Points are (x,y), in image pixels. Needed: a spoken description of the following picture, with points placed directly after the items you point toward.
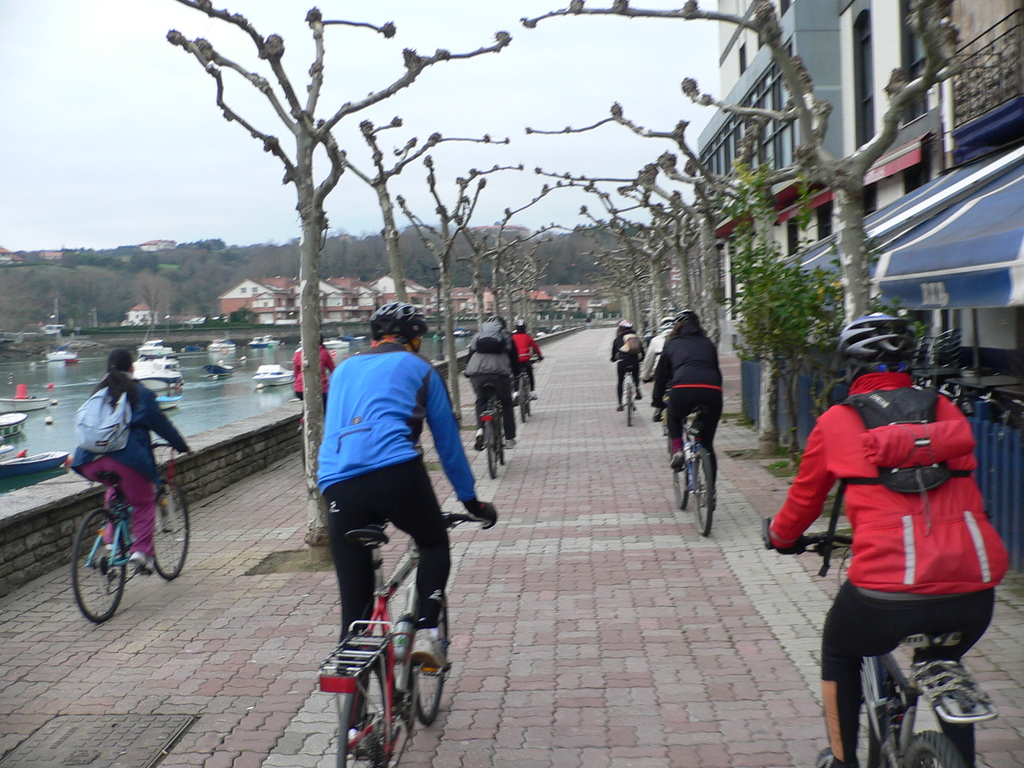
In the picture I can see few persons (815,452) riding bicycle (485,411) and there are trunks of trees (308,316) on either sides of them and there is a fence wall (73,490) in the left corner (61,486) and there are few boats (150,367) on the water (84,361) beside the fence wall (53,496) and there are few buildings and trees (552,263) in the background (484,277) and there are few other buildings (905,178) in the right corner (902,210).
